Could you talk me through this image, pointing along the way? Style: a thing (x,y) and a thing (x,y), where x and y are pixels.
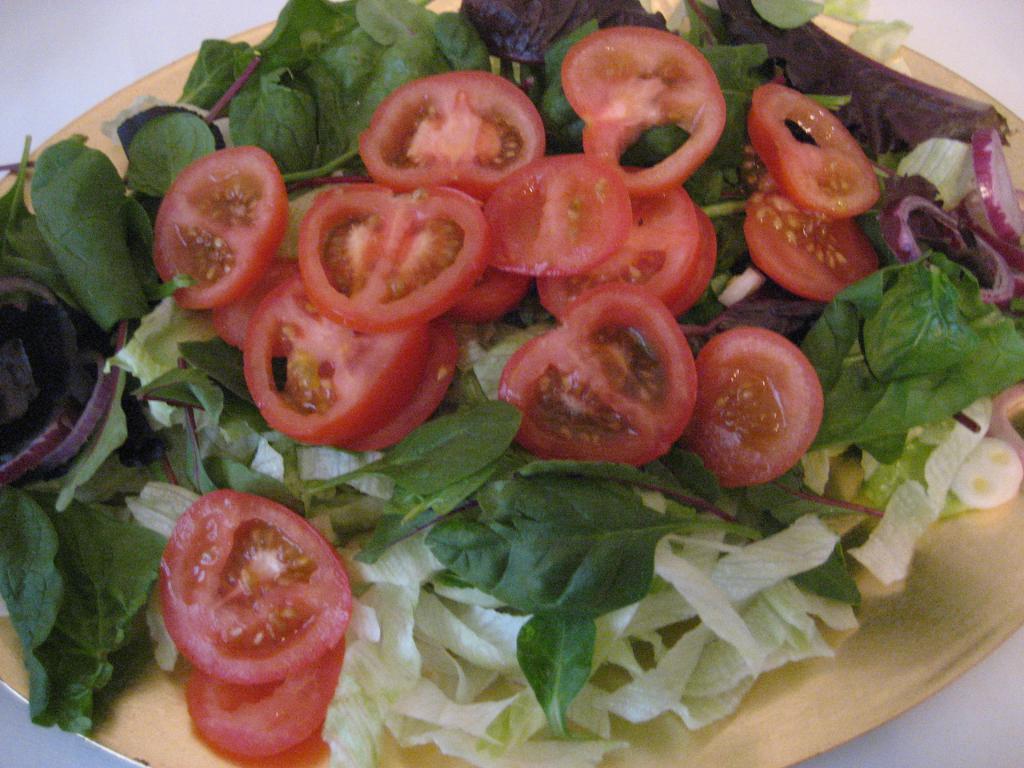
In the image I can see some chopped tomatoes (393,316), onion (908,242) and some other leafy vegetables (935,231).
